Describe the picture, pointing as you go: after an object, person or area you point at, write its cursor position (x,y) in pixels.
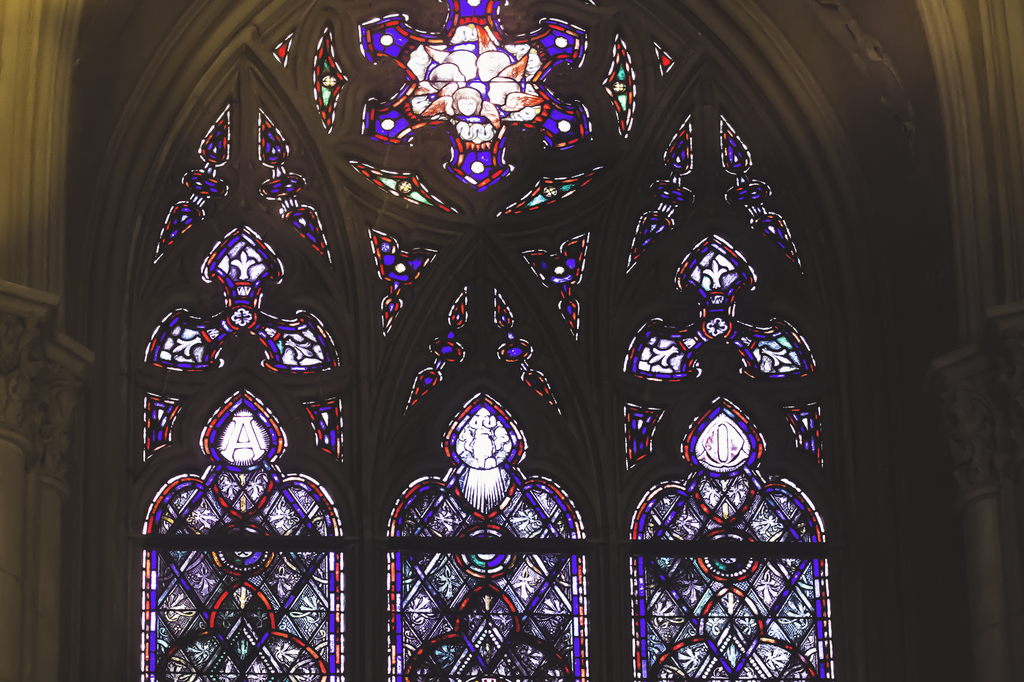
This is a stone arch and it has a colorful window (511,636).
